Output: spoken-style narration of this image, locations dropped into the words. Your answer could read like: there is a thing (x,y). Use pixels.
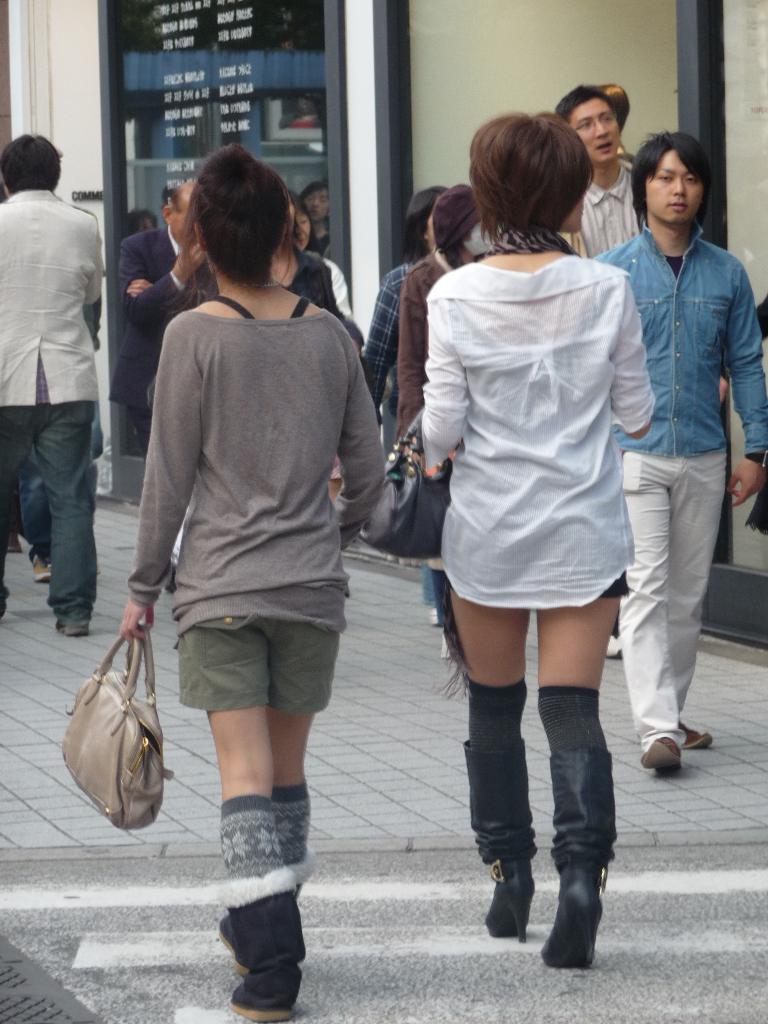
As we can see in the image there is a wall (464,149) and few people (227,249) walking on road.
